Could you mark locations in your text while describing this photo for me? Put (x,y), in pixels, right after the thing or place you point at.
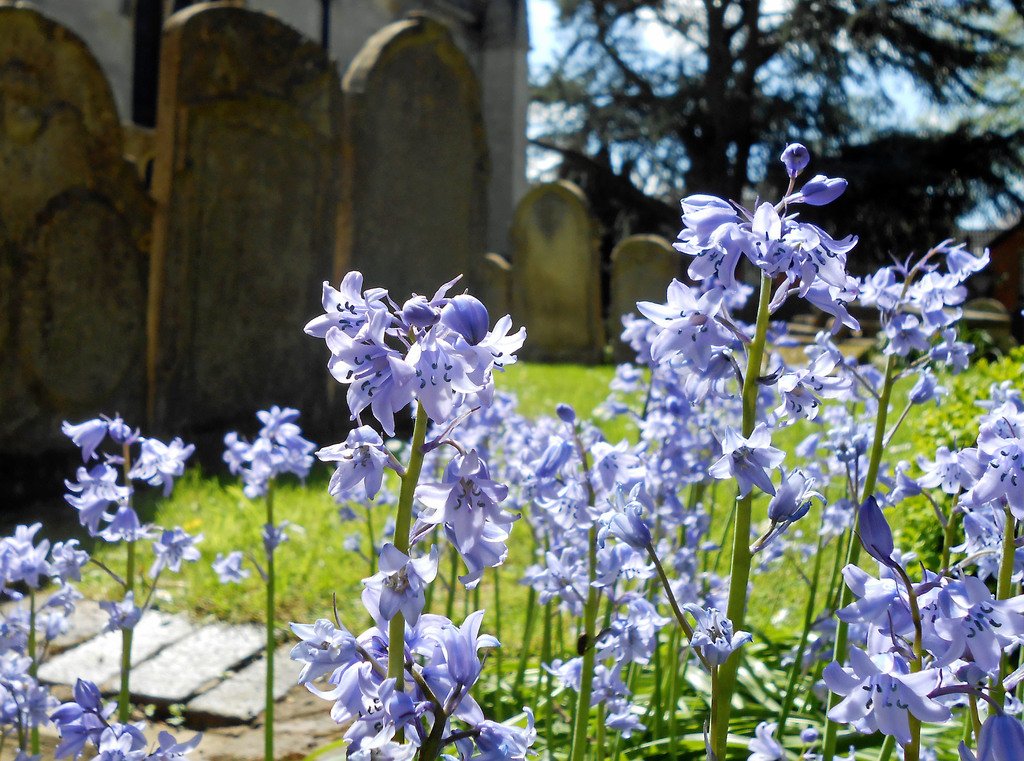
In the front of the image (469,617) I can see flowers (958,486) and stems (272,585). In the background of the image (826,550) there is a grass (570,390), memorial stones (99,192) and trees (853,192). Through trees (680,97) sky (671,75) is visible.
